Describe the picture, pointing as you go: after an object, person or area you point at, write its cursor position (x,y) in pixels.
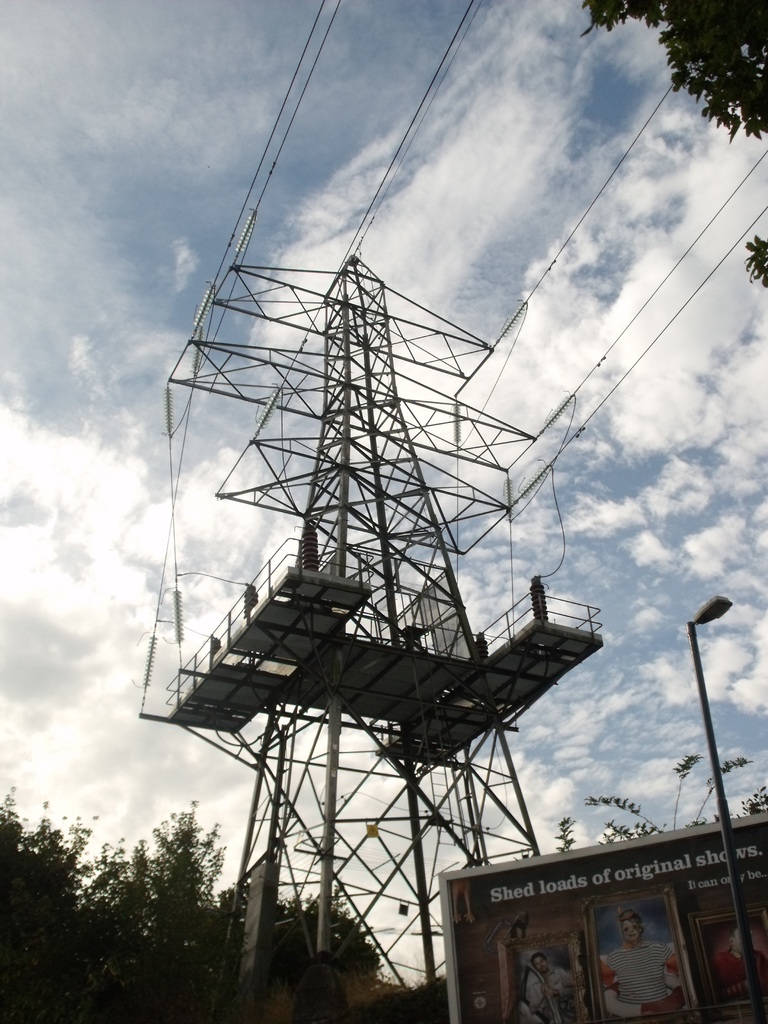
In this image I can see the tower (383,679). On the left side (139,911) I can see the trees (167,920). In the background (469,204), I can see the clouds (388,163) in the sky (442,175).
